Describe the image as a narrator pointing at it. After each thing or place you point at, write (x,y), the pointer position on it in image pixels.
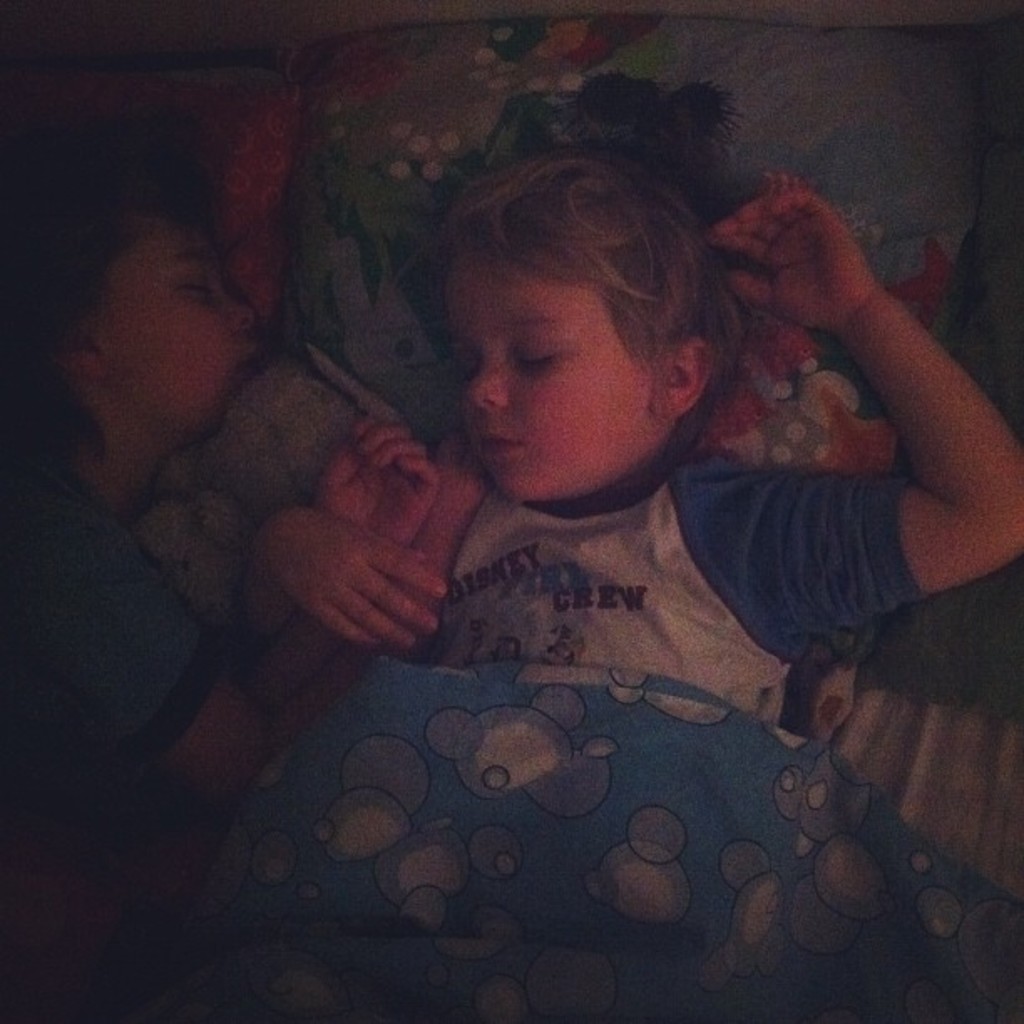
In the image two kids (47,257) are sleeping on a bed (707,63).
